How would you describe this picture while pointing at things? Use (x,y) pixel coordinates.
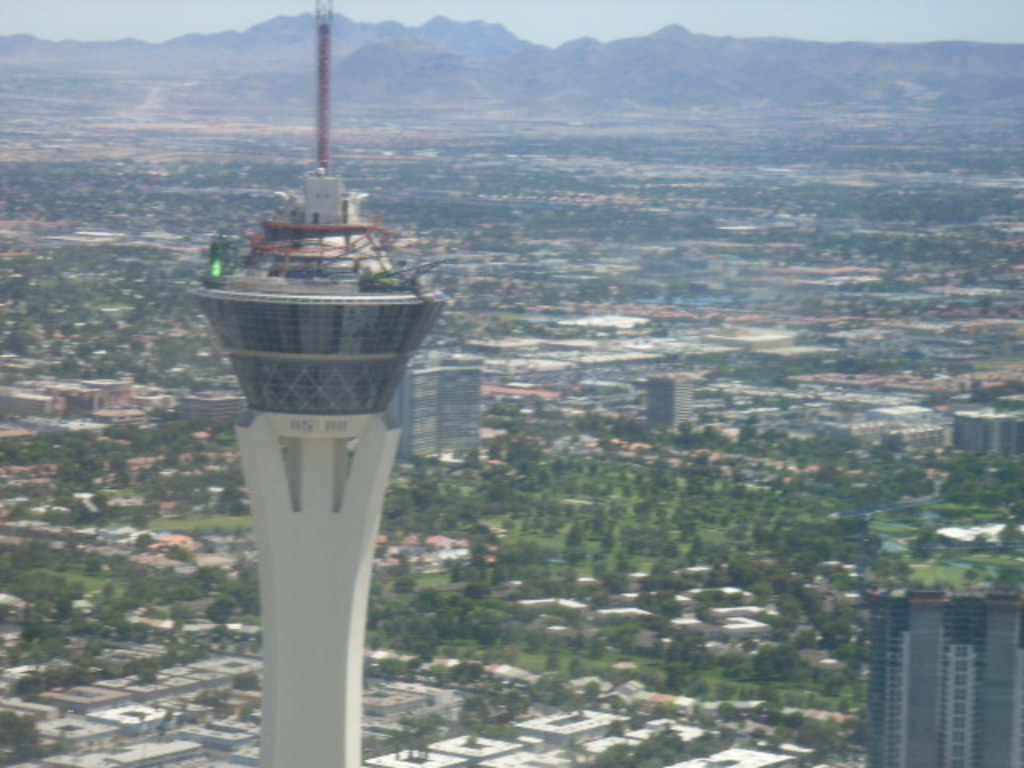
In this picture we can see buildings (289,624), trees (238,602) and we can see sky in the background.
